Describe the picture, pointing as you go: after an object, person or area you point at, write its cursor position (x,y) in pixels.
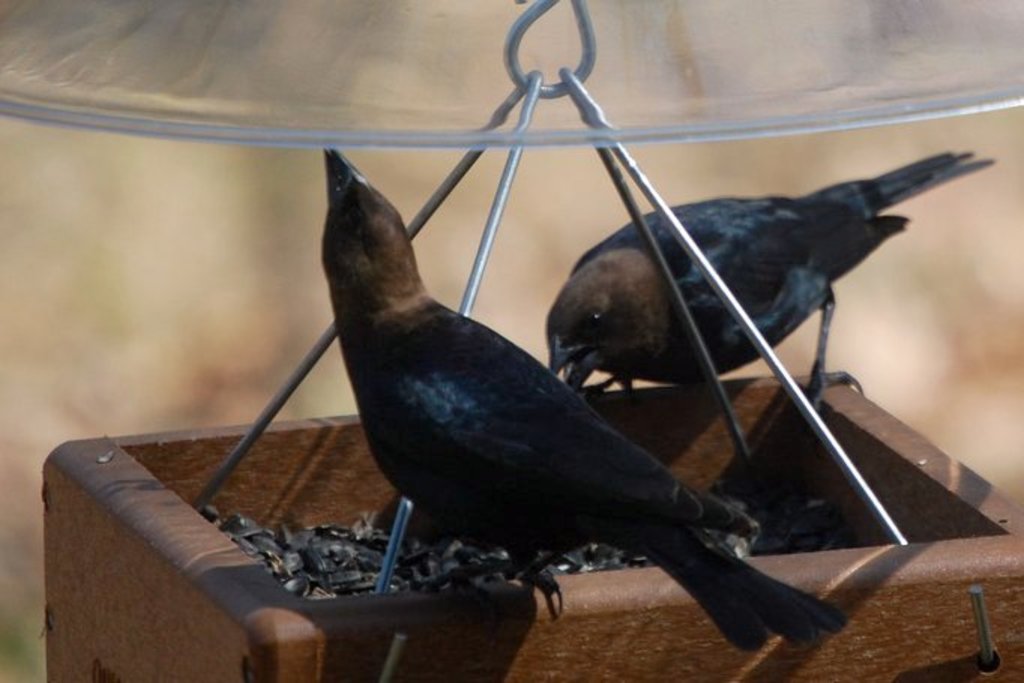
In this image we can see two birds (579,364) on a container (919,587) with metal rods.
